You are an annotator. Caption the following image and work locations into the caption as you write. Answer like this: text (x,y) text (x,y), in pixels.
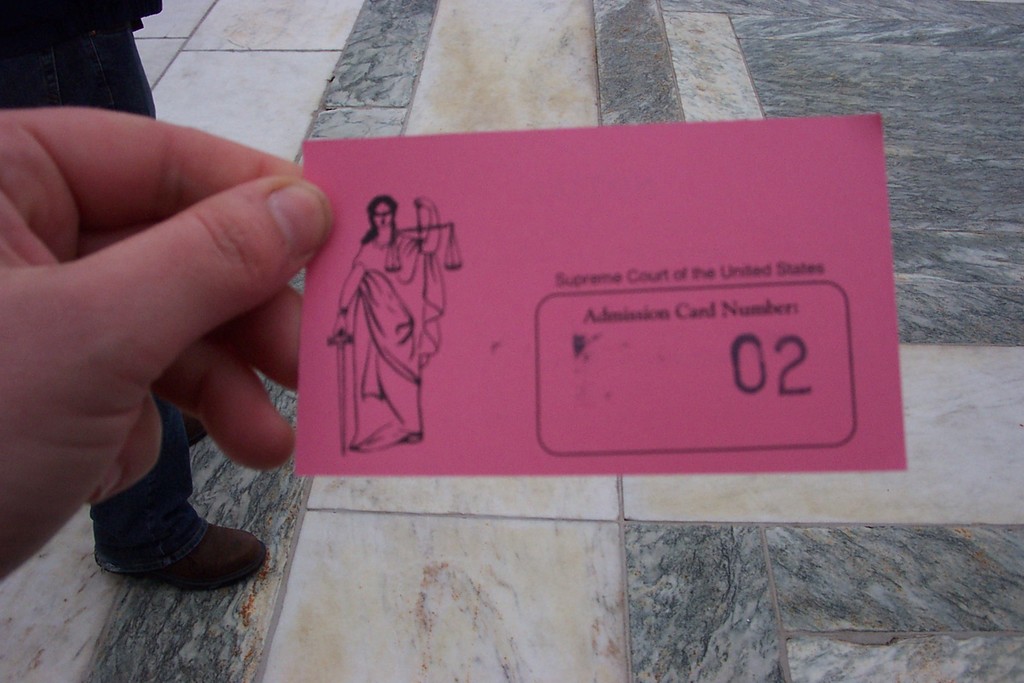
In this image we can see there is a person (106,62) standing on the floor (591,94). And there is another person hand (129,434) holding a paper (682,228).
